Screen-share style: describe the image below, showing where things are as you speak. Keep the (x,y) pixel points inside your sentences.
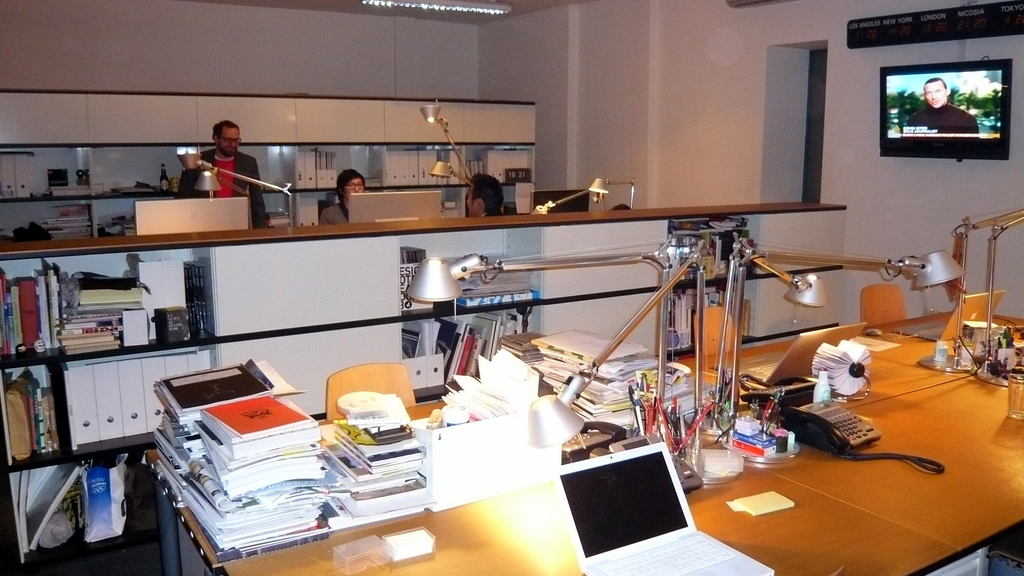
This image is taken in the office (423,283). In the front (621,533) there is a table (798,523), on the table (444,515) there are bunch of books (271,442), and files (295,459), and papers (570,360), laptop (600,462), at the right side (843,426) there is a landline phone (838,428), light lamp (925,267), laptops (945,323), on the right side (891,317), chairs (893,300), glass (1019,392), t. v (961,129) is hanged on the wall (953,165). In the background (243,180) there are three persons (231,160). There are shelves (85,198) filled with a papers (81,210). In the center (369,285) there is a rack (301,301) which is filled with books (56,330), and files (103,401).
